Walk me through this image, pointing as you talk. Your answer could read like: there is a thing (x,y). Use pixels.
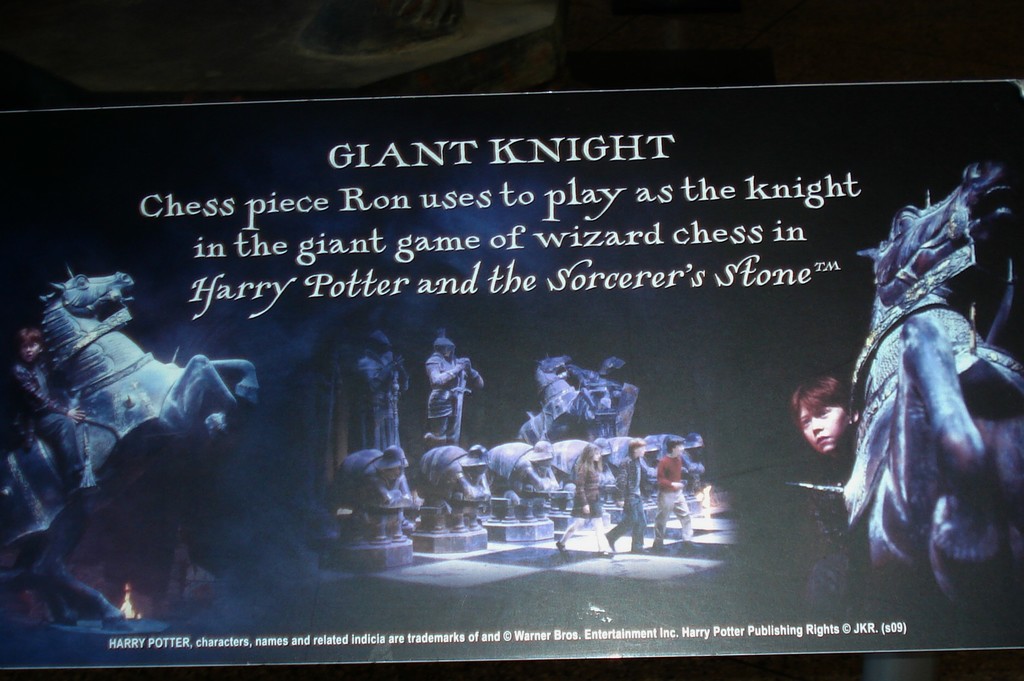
In the center of the image (365,439) we can see a flex banner (412,442). On the flex banner (569,509), we can see a few people (664,512), some text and a few other objects (524,447). And we can see the dark background.
